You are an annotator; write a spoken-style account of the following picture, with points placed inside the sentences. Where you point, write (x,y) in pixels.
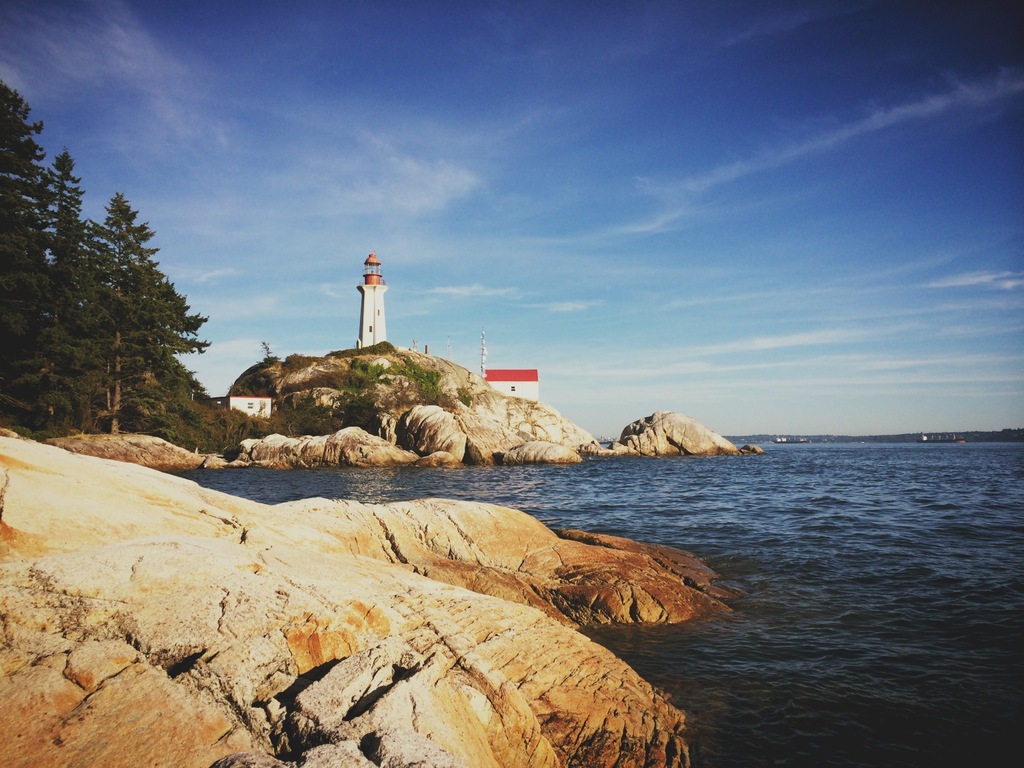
In this image at the bottom (557,532) there is water (704,547) and some rocks (349,556), and in the background (504,438) there are some rocks (410,425), trees (1,388), tower (375,334), red roof (493,377) and some poles (485,331). At the top (492,235) there is sky (522,250).
